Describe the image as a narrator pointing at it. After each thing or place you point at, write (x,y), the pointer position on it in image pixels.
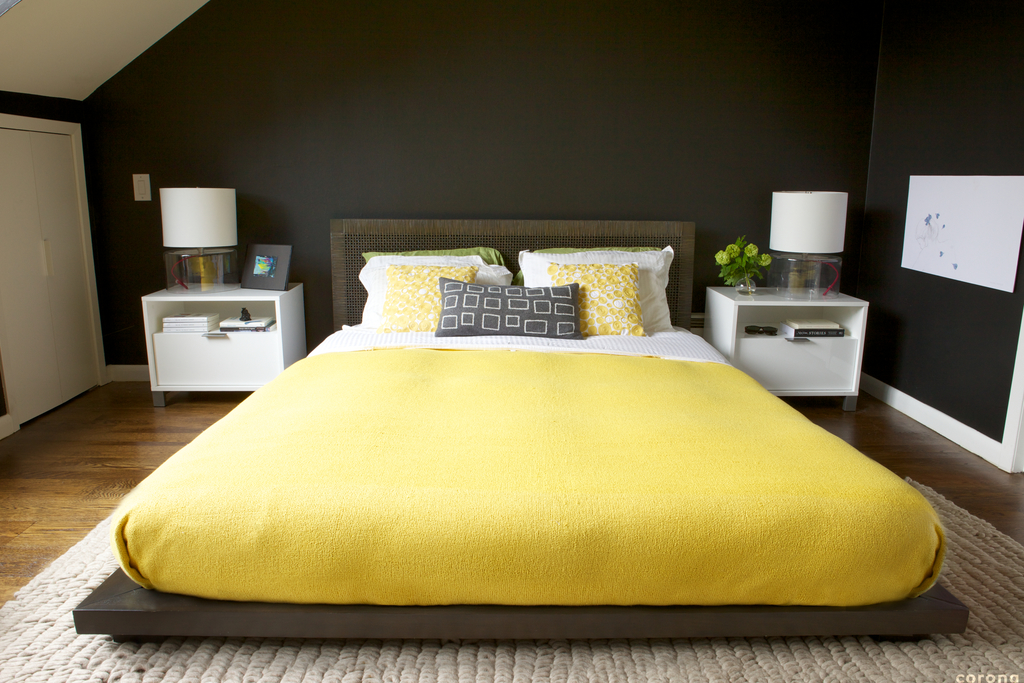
In this picture we can see inside view of the bedroom in which big beautiful bed (315,358) is placed on which yellow color bed sheet (468,468) with many pillows (465,312) on it. In center (500,331) we can see grey color pillow (522,319) and yellow ones (419,284) on back. Behind we can see black color wall (274,92) and two bed tables (757,317) on both side on which table light (217,232) and frames (259,281) are placed. Beside we can see door cabinet (33,382), wooden flooring (41,497) and rug carpet (36,643) placed on the floor (339,652).
